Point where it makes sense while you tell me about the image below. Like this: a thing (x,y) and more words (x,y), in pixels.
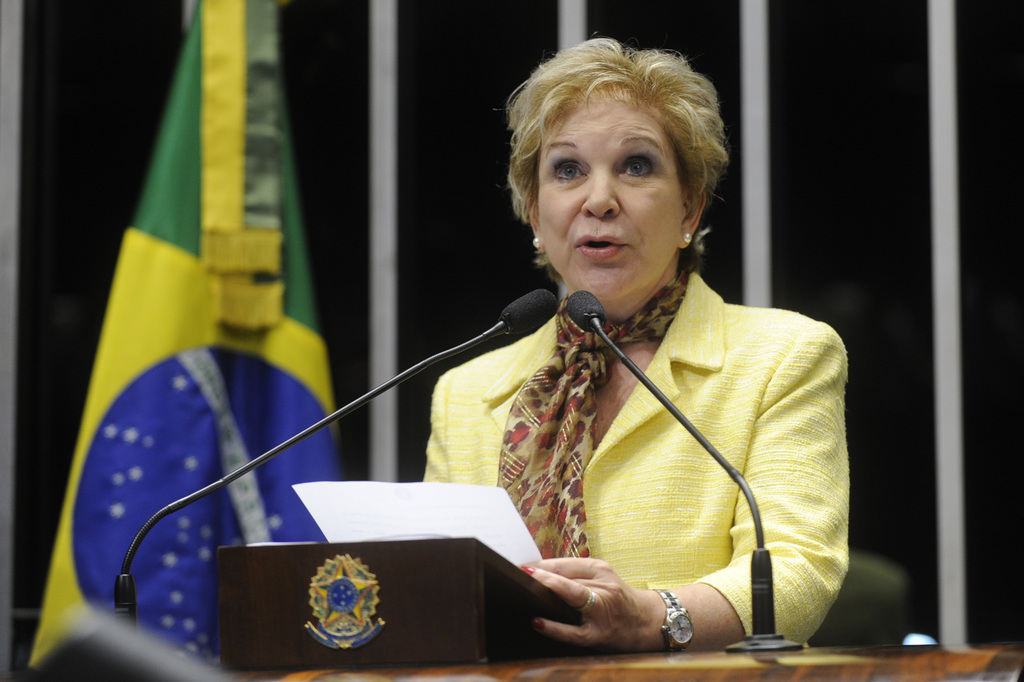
In this picture I can see there is a woman (684,259) standing here and she is holding a paper (420,493) and reading it and there is a wooden desk (616,657) here in front of her and in the backdrop (178,297) I can see there is a flag (185,286) which is green and yellow color and the wall (413,199) is of black color.
